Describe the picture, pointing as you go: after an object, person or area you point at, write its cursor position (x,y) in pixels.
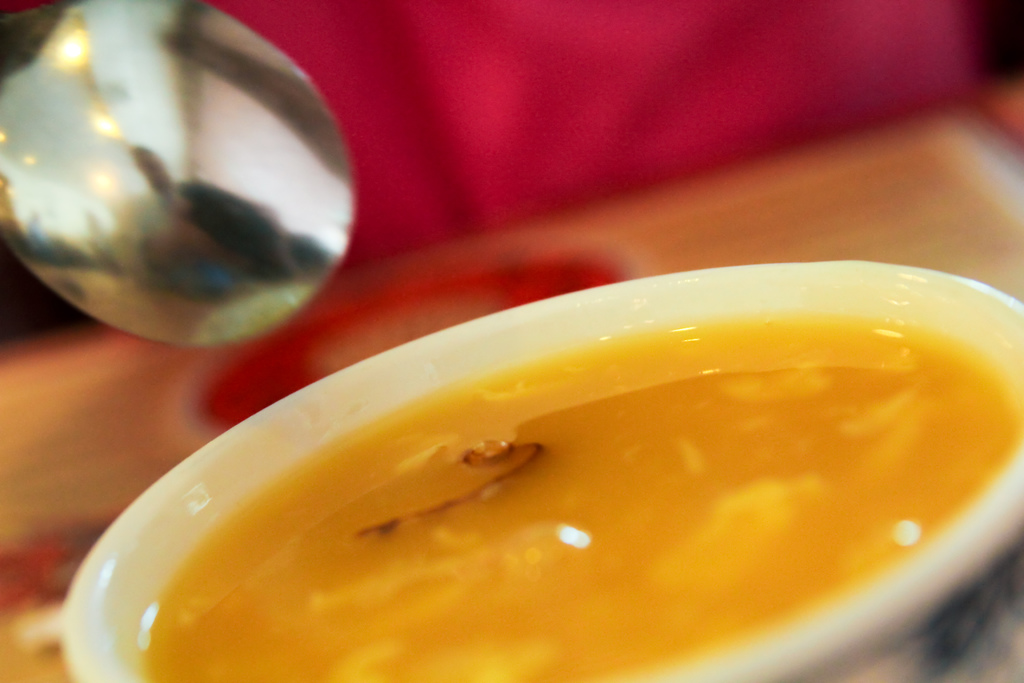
In this image we can see a bowl (120,624) with food item (629,490) on the wooden surface (133,479). There is a spoon (189,269).
